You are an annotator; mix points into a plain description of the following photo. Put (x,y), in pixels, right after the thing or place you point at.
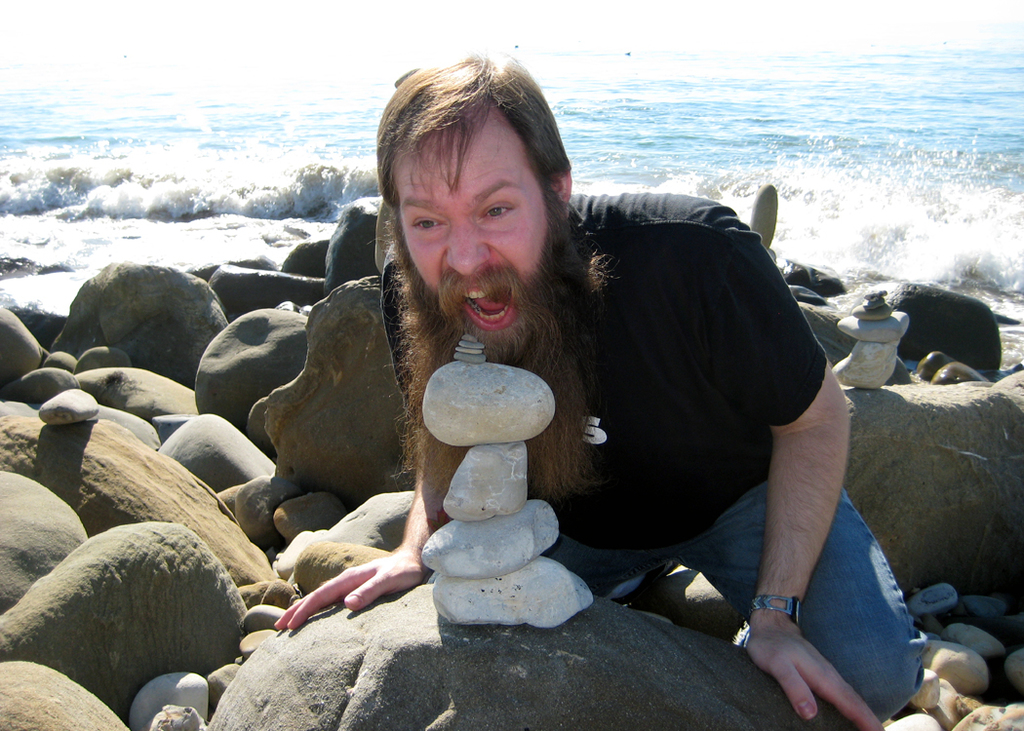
In this picture I can see a man (398,362), there are rocks (23,411), and in the background (962,133) there is water (364,179).
